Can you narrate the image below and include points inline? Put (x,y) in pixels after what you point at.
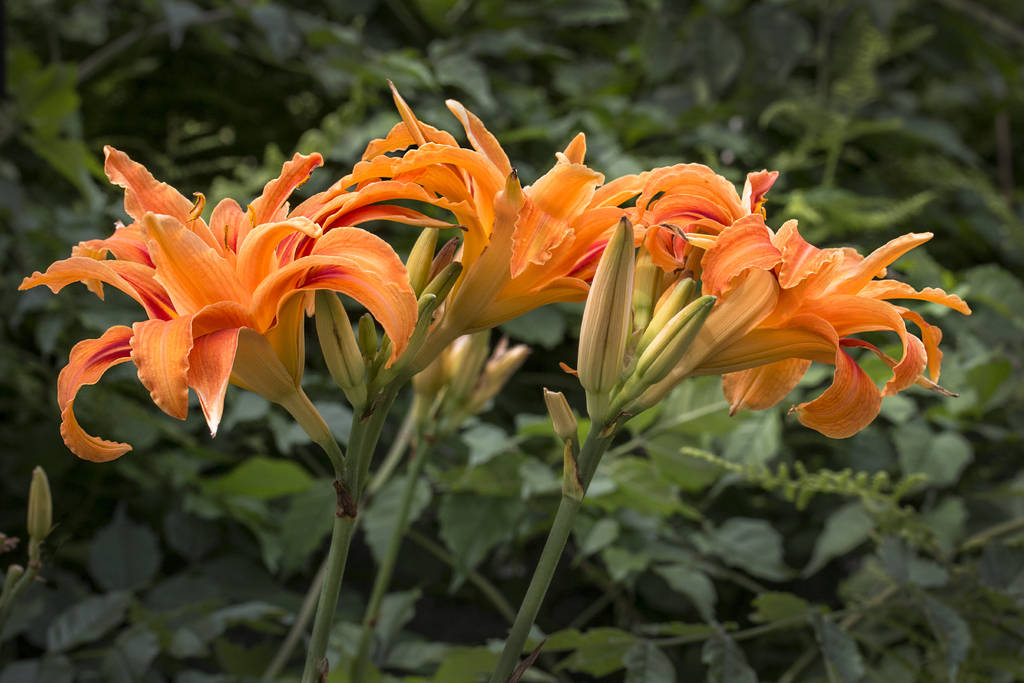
In the image there are few flowers (476,238) to the plants (417,357) and the background of the flowers (560,223) is blur.
